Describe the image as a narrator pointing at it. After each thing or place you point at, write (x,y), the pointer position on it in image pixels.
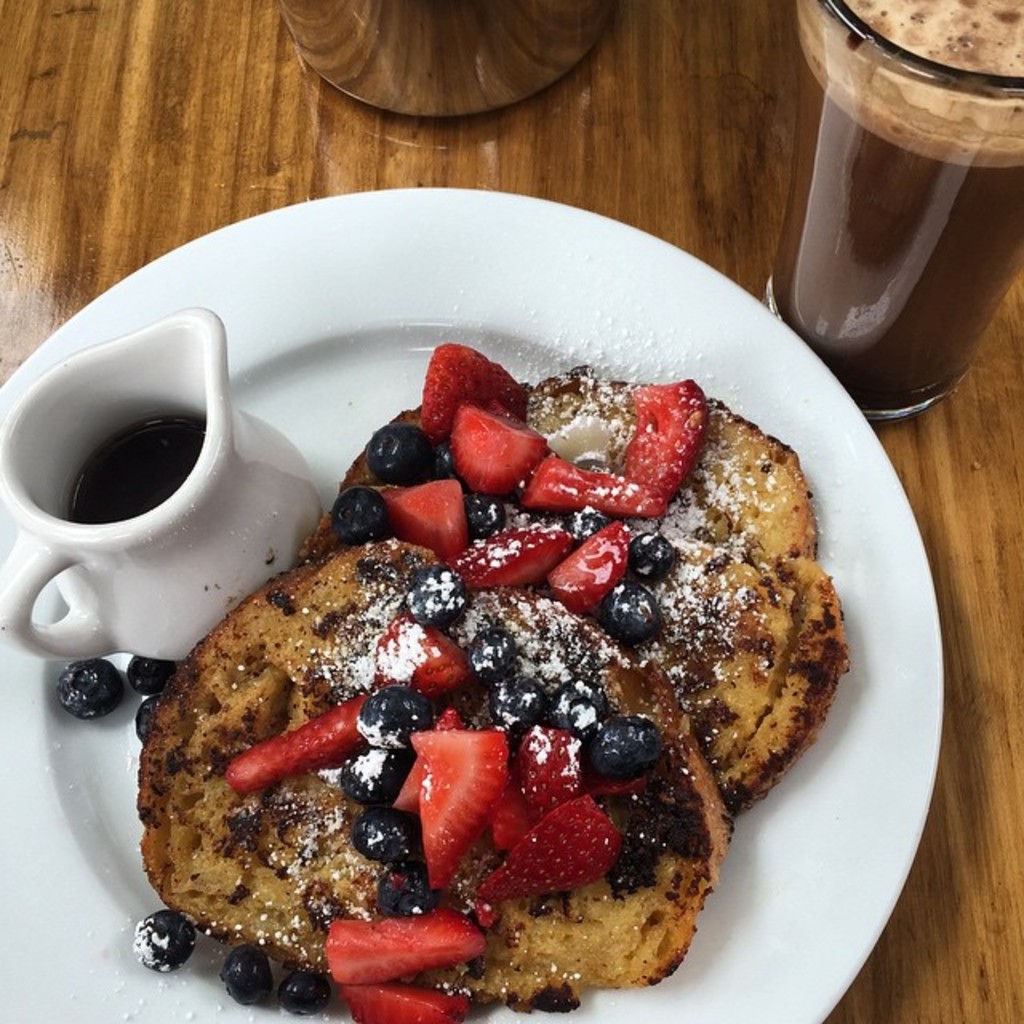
There is a wooden surface (697,149). On that there is a glass (905,274) with a drink (884,83). Also there is a plate (373,257). On the plate (350,251) there is a jug (268,440) with some item (172,454). Also there is a food item (280,670) with pieces of strawberries (481,801), some other fruits (421,582) and some other things (695,532).
